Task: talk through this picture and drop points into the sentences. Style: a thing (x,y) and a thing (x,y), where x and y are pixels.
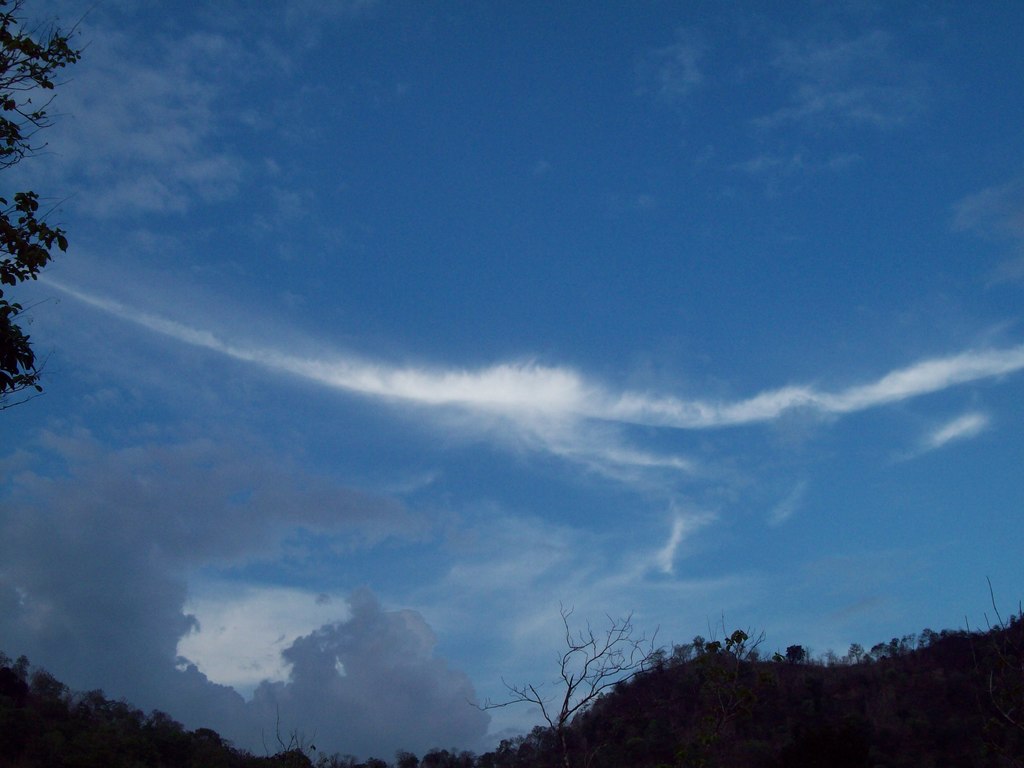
This image is taken outdoors. At the top of the image (325,162) there is a sky (467,412) with clouds (59,636). At the bottom of the image (623,725) there are many trees (837,697) and plants (948,689).
